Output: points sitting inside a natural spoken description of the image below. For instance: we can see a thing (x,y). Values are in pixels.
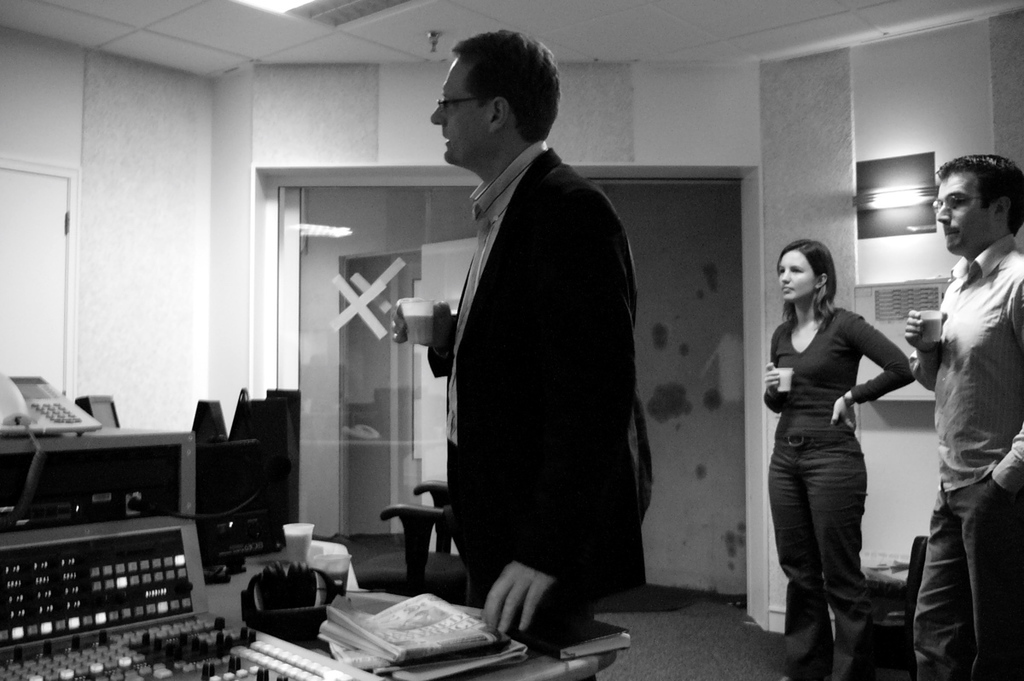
This is a black and white picture. In this picture, we see three people (822,437) are standing. Three of them are holding a cup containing coffee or tea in their hands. At the bottom of the picture (533,660), we see a table (591,667) on which books (446,657) are placed. Beside that, we see a music recorder (145,641). Behind that, we see a table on which landline phone (65,420) is placed. Behind that, there are chairs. In the background (137,304), we see a wall (758,116) and a glass door (407,240).
